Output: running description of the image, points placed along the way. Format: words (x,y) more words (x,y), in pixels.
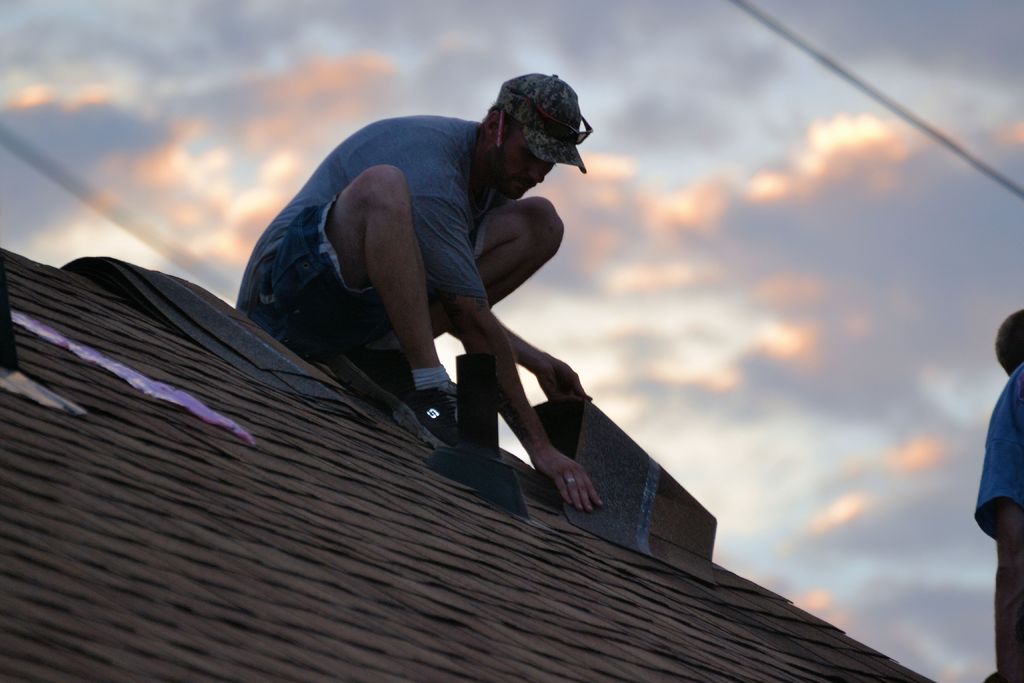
In this image we can see a person (442,418) sitting on a surface (317,561) which looks like a roof (335,459) of a house (335,459) and the person (575,498) is holding a mat (613,488). Beside the person (284,320) we can see the mats (263,381). On the right side (997,538), we can see a person (1009,517). At the top (610,203) we can see the sky (699,168) and the wires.
